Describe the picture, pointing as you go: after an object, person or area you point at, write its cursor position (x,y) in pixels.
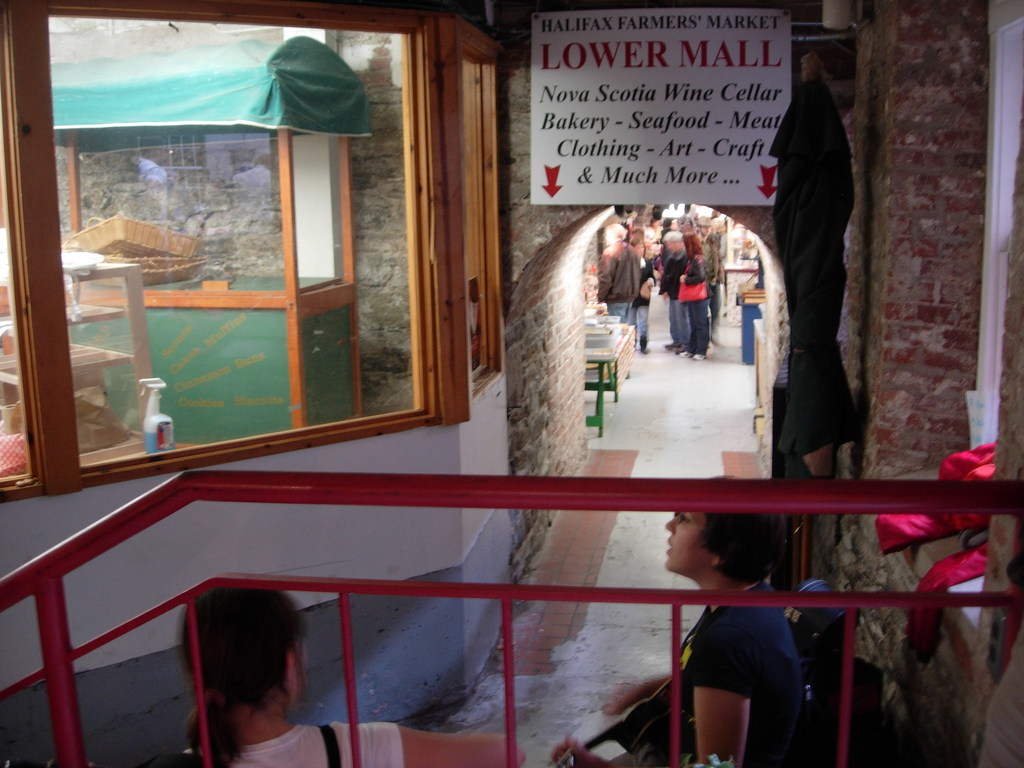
In this image at the bottom (51,602) there is a railing (724,600), and there are two people (718,642) and there are some bags (834,642) and some clothes (980,478). And in the background (625,281) there are group of people (717,276) and some tables (624,338), benches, and at the top (582,71) there is a board (739,121) on the wall (871,140). And on the right side (985,268) there is a window (994,324), and on the left side (105,307) there are glass windows (254,326), baskets (99,242), tables (157,373), wall (381,185) and some objects (214,281). At the bottom (516,701) there is floor (578,519).
